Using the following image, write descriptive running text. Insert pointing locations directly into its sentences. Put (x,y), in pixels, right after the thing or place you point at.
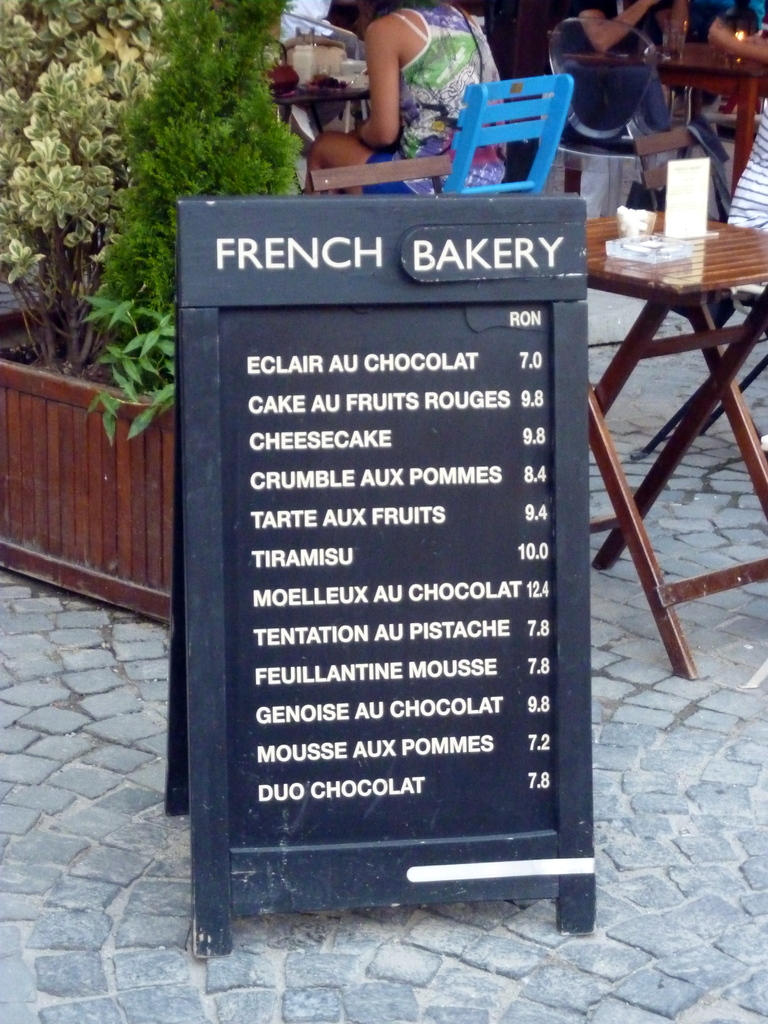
In this image I can see a black colour board (317,698) and on it I can see something is written. In the background (124,302) I can see few plants (223,128), tables (695,45), chairs (582,44) and few people (765,40). On these tables (698,316) I can see few stuffs (671,240).
